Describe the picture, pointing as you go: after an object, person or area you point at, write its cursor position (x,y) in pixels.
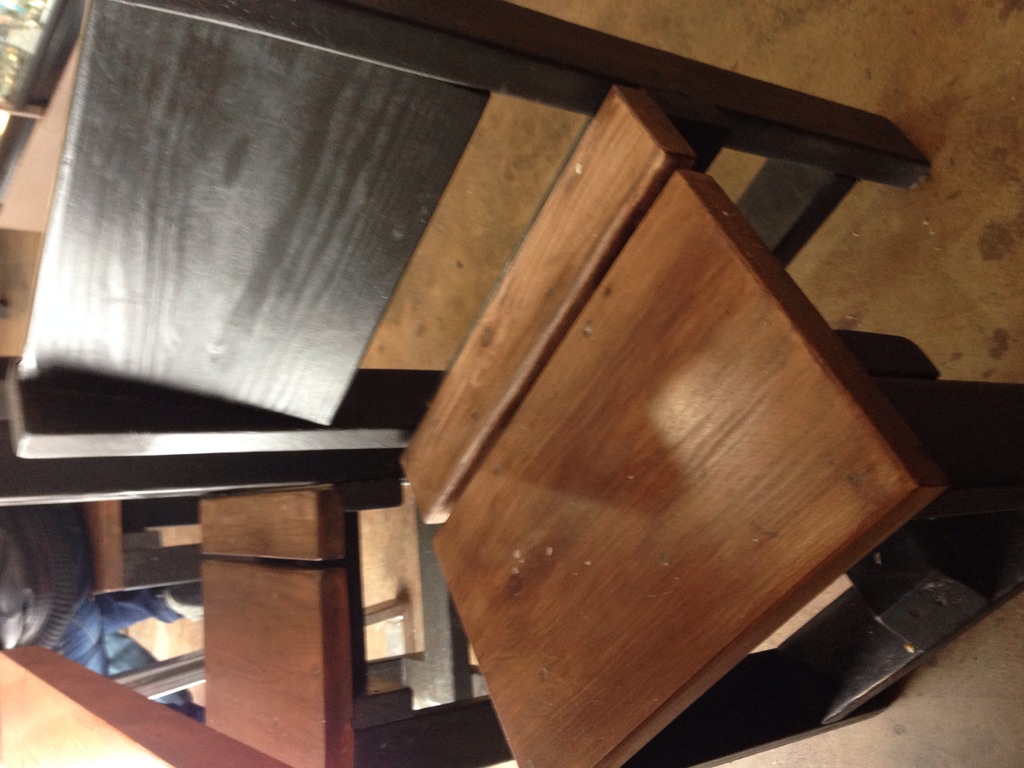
In the picture I can see wooden chairs (342,514). In the background (166,674) I can see a person (123,615) and some other objects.
